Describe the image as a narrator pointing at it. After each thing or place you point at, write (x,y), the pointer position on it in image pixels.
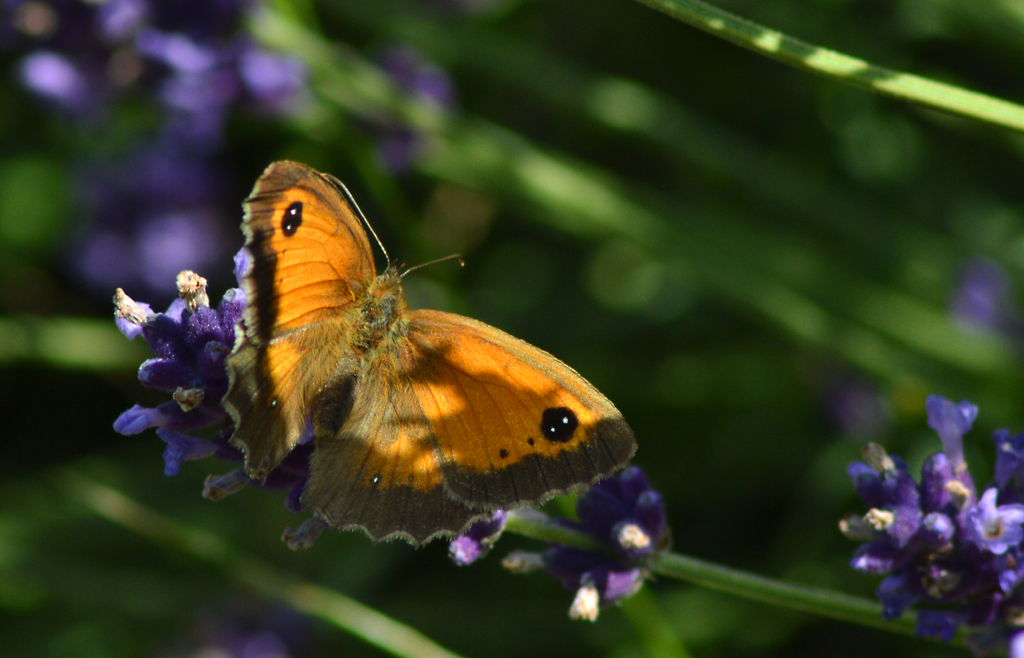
In this image I can see the stems (665,561) along with the flowers (245,483). On the left side (301,329) there is a butterfly (319,348) on the flower (201,343). The background (155,448) is blurred.
